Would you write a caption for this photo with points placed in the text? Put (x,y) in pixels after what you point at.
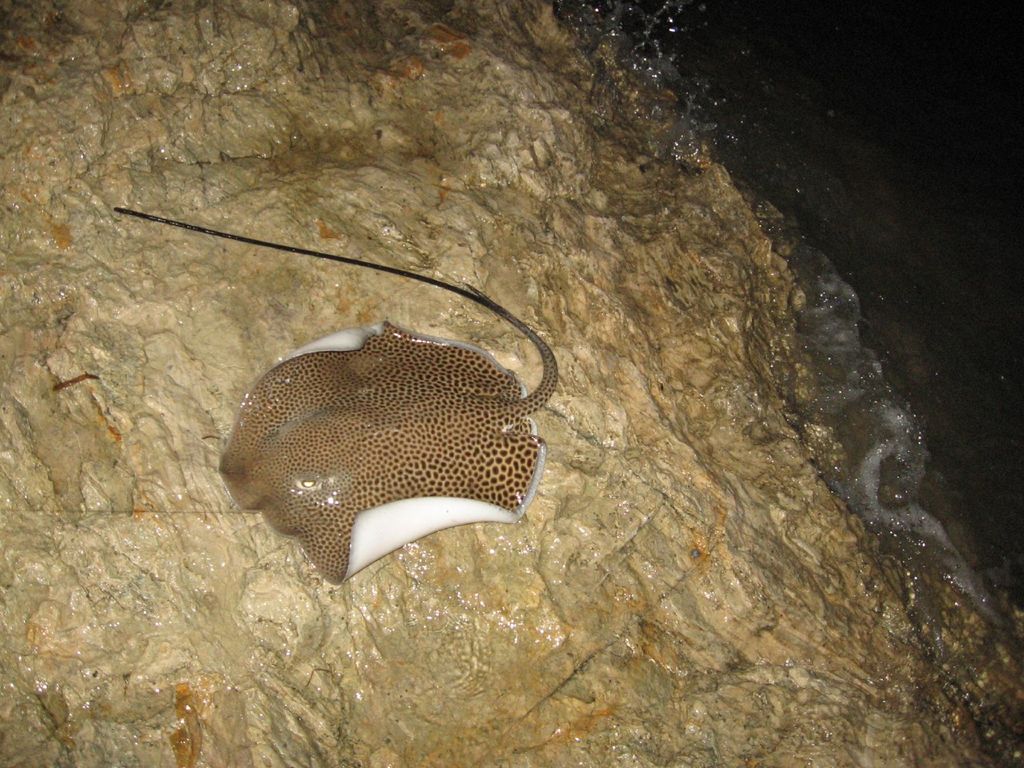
In this image we can see a fish (288,382) on the rock (329,292) and water (843,382).
